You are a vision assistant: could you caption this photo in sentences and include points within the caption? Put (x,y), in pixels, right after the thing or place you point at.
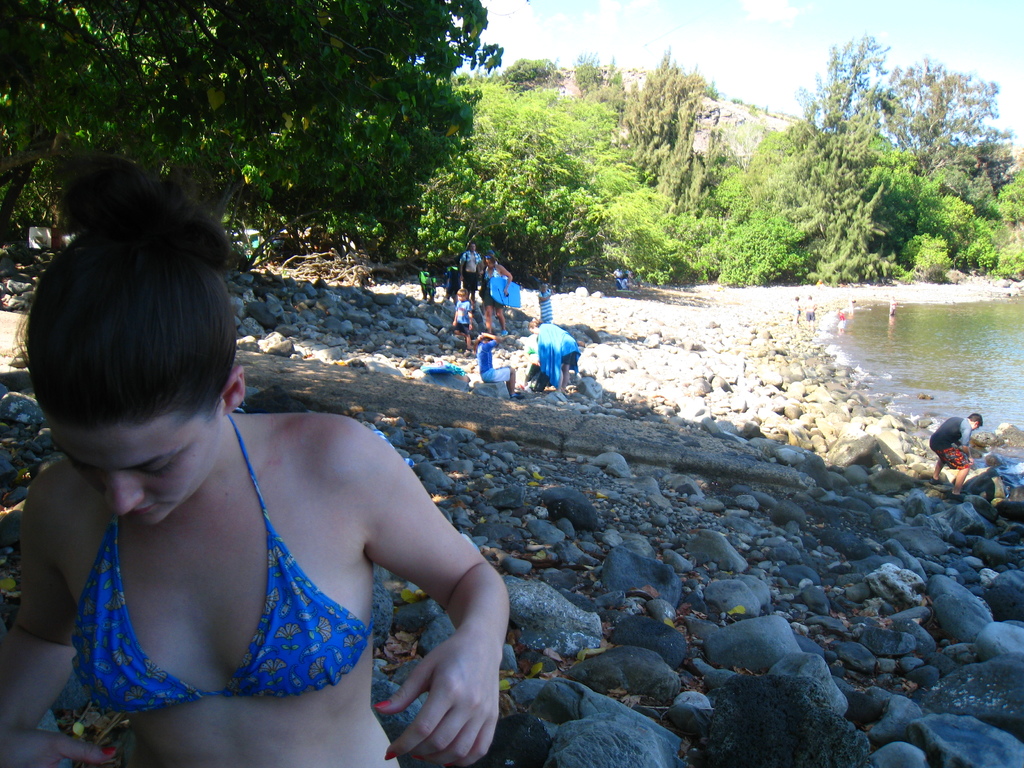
In this image there is the sky (721,30) truncated towards the top of the image (700,31), there are trees (578,181), there are trees (990,179) truncated towards the right of the image (1000,212), there is a tree (424,108) truncated towards the top of the image (301,43), there is a tree (31,108) truncated towards the left of the image (19,117), there is water (934,340) truncated towards the right of the image (976,357), there are persons (539,367), there is a person (170,588) truncated towards the bottom of the image (398,546), there are rocks (650,603), there are rocks (547,460) truncated towards the bottom of the image (657,726), there are rocks (953,622) truncated towards the right of the image (980,579), there are rocks (25,385) truncated towards the left of the image (20,372).
